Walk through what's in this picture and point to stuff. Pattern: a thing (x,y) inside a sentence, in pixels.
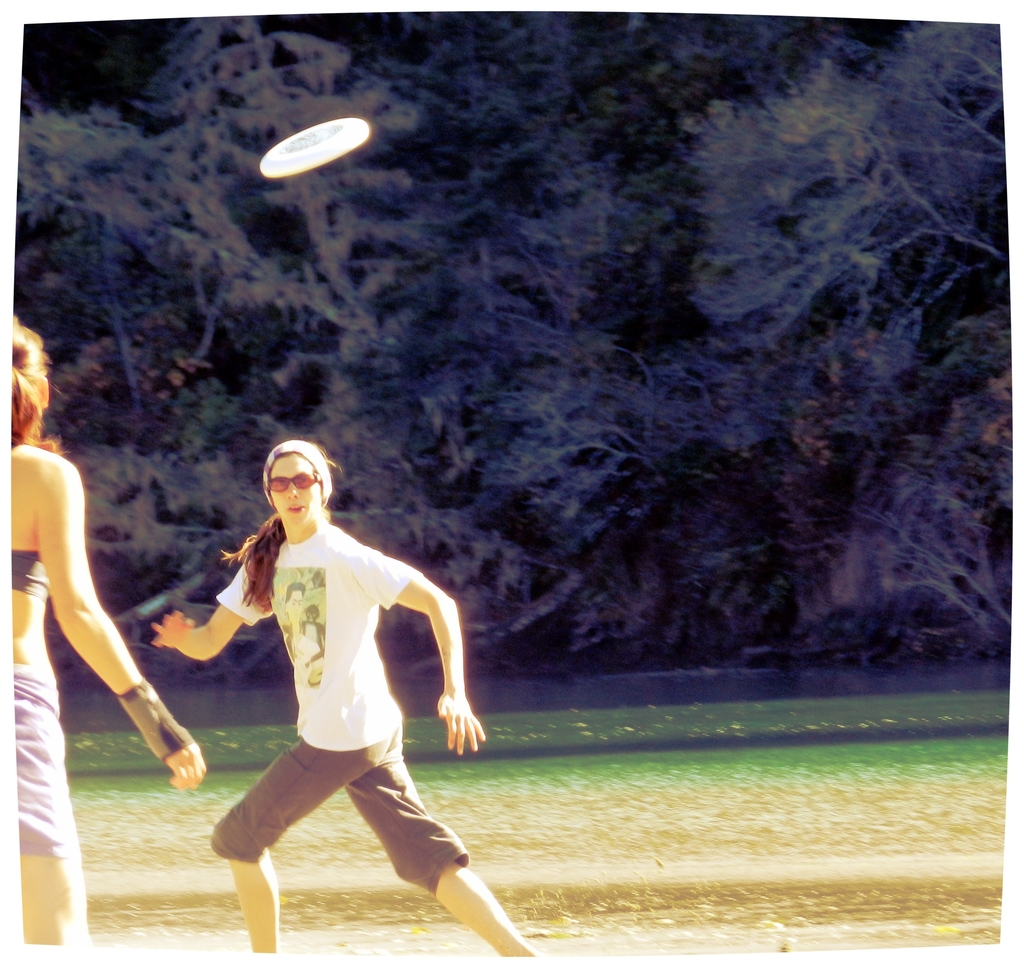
On the left side (81,548), there is a woman (70,591) standing. Beside this woman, there is another woman (339,587) who is in white color t-shirt (346,739) and is running. Above them, there is a white color Frisbee (351,128) In the background (343,116), there are trees (343,116). And the background (665,636) is dark in color.
